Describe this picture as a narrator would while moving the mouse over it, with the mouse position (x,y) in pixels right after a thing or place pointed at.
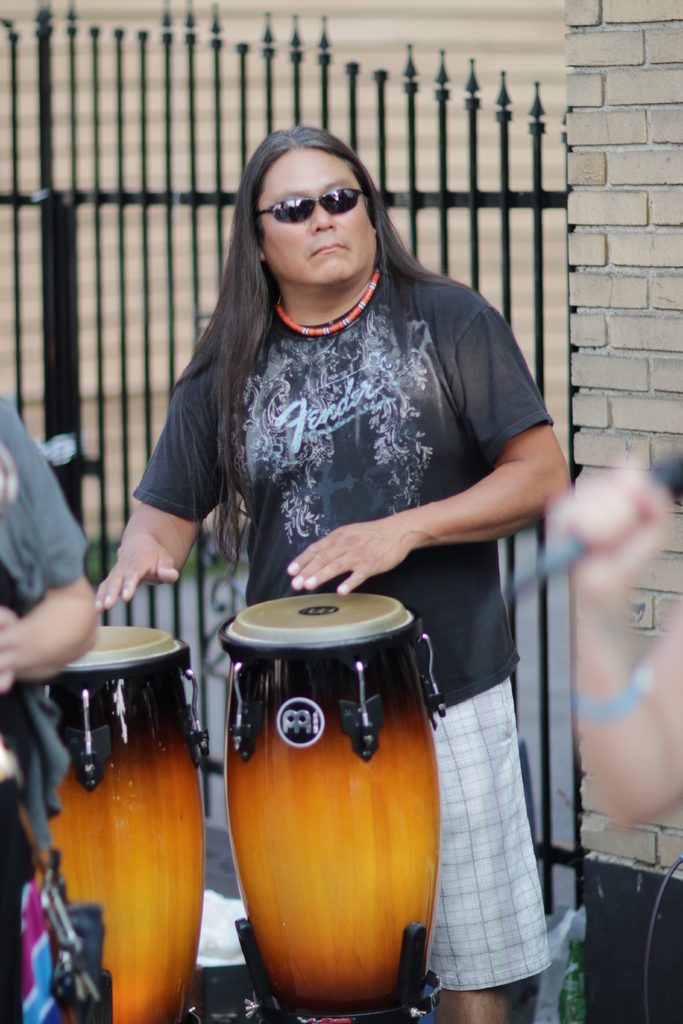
In this picture there is a person (353,571) playing drums (332,713), standing in front of them. In the background (335,111) there is a gate (146,103) and a wall (595,234).
